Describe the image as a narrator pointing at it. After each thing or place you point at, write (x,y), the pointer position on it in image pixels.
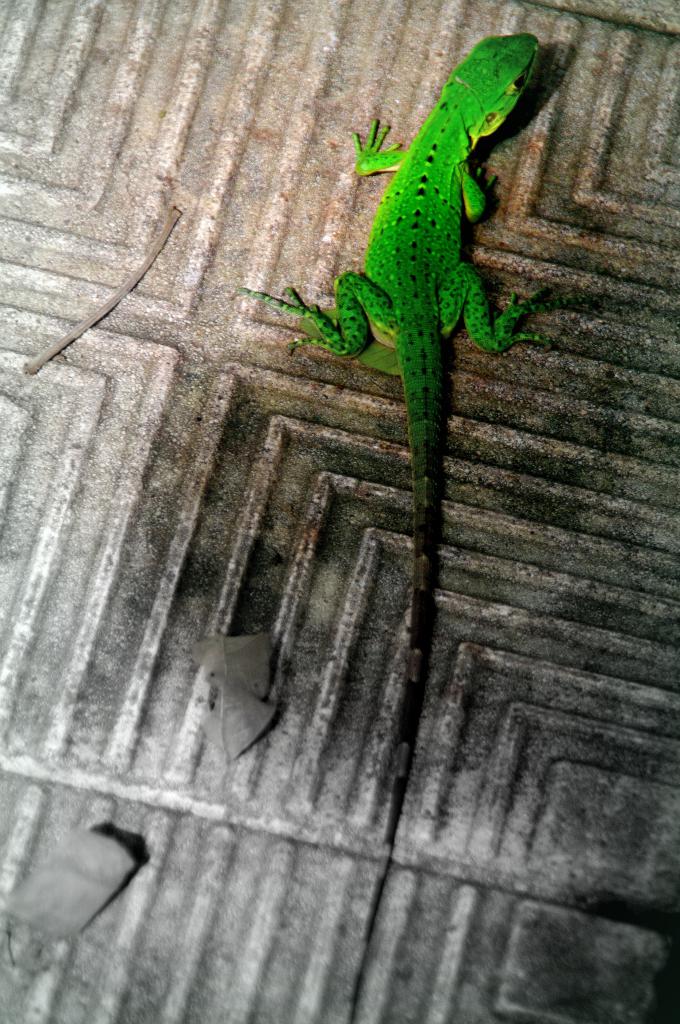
In this picture I can see a reptile (415,212) on the floor (256,392).
